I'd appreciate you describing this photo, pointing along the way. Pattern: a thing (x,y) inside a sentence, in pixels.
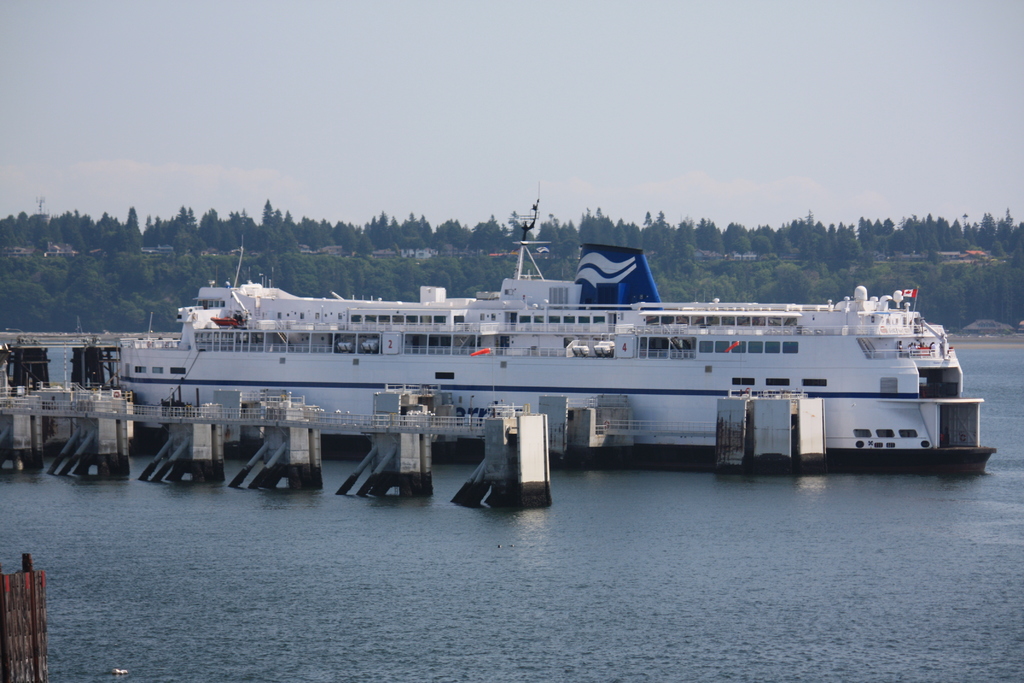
In the image in the center (510,445) we can see one bridge (580,436) and one ship (912,436) on the water (479,584). On the ship (554,351), we can see flags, poles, fence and few other objects (626,293), In the background (619,29) we can see the sky (609,45), clouds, trees (903,235), buildings (754,255) and water (1015,418). On the bottom left of the image (31,621) we can see one wooden fence (26,617).
